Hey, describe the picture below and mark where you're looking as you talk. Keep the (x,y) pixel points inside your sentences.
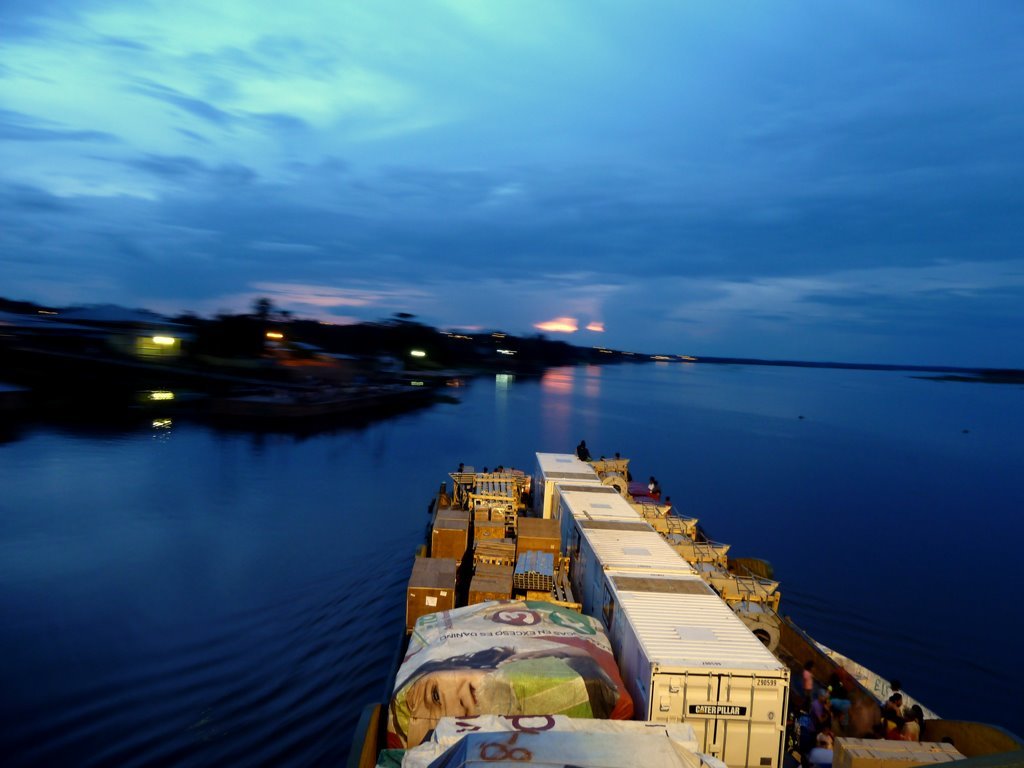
At the bottom (686,660) it is the ship (570,709), there are goods (572,642) in it. This is water (334,564), on the left side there are lights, at the top (546,145) it is the blue color sky (593,145).
